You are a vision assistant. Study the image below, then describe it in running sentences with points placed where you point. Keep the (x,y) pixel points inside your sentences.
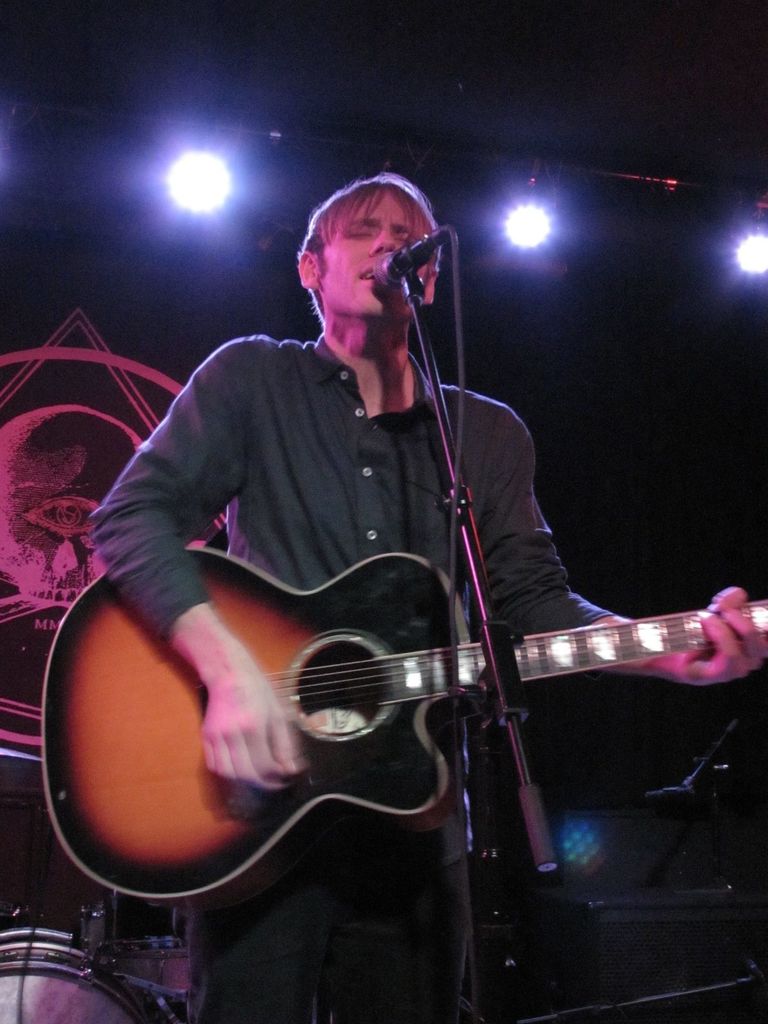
In the image we can see one person's (418,514) standing and holding guitar (446,616). In front there is a microphone (428,241). In the background (716,267) we can see lights (177,181), wall (709,304) and few musical instruments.
